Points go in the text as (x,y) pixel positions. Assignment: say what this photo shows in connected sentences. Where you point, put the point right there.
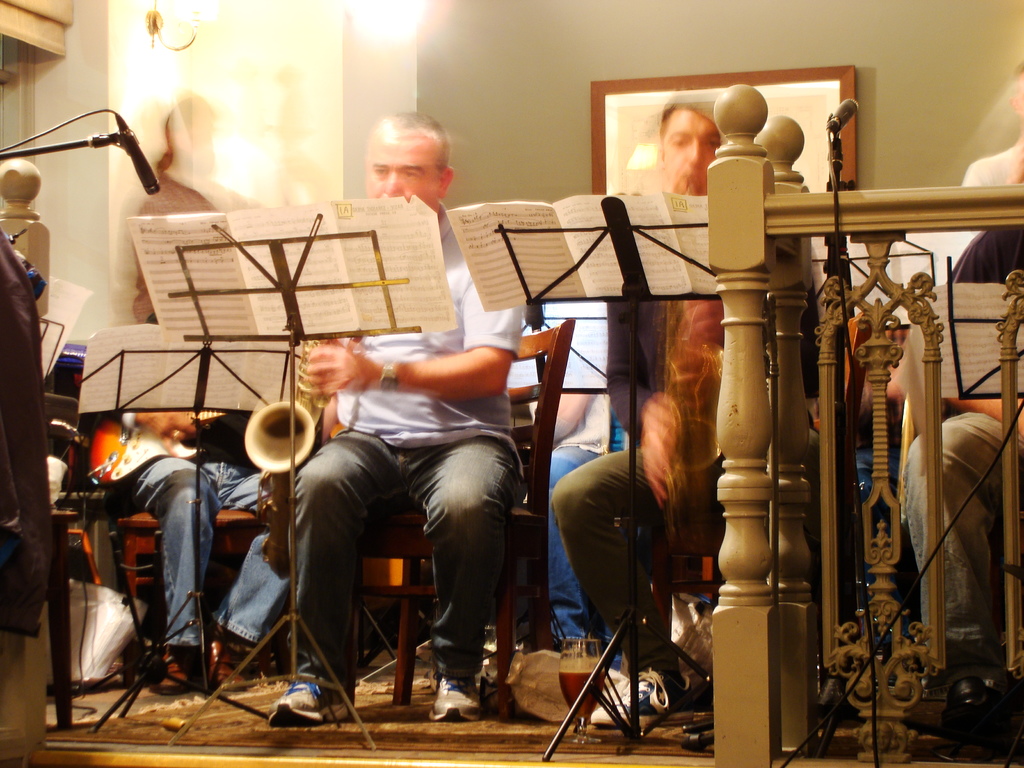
The image is partially blurred and there are few people (398,467) sitting on the chairs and playing saxophone (315,405) and there are some music notations (277,278) kept in front the people (443,474), in the background (888,89) there is a wall (884,77) and there is a photo frame (751,80) attached to the wall (584,77).
